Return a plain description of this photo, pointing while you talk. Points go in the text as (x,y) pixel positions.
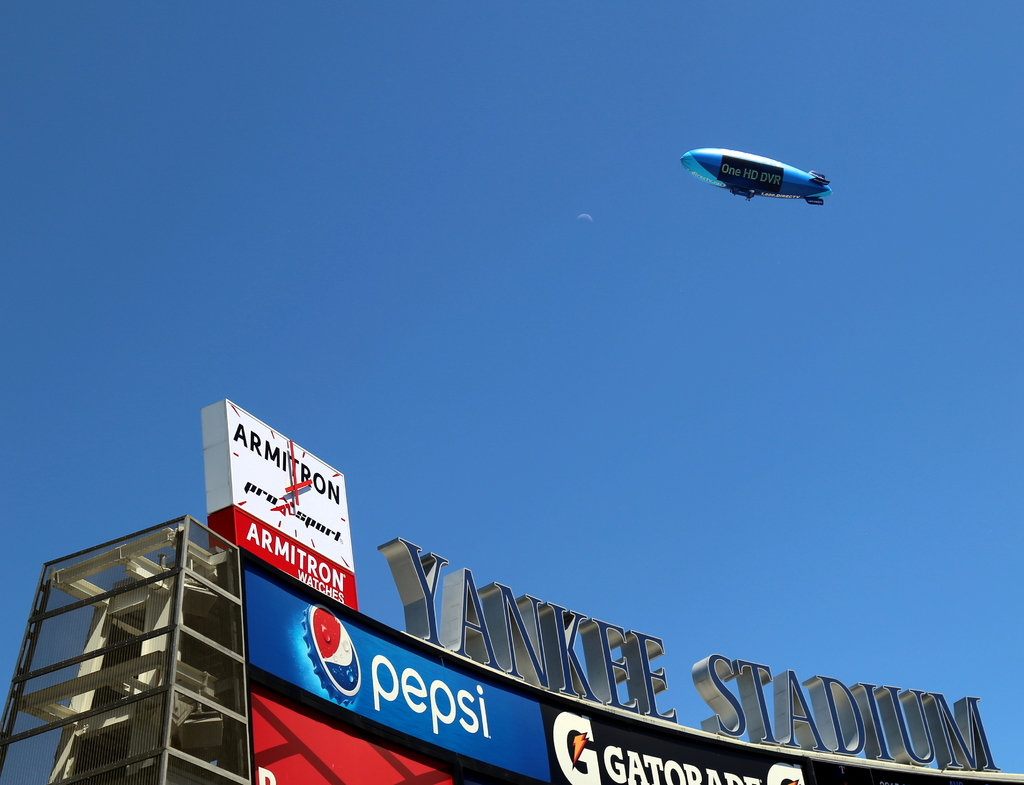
In the foreground of the image (458,734) we can see group of sign boards (402,725) and a clock (255,457). In the background (826,187), we can see an airship (817,183) flying in the sky (762,222).
